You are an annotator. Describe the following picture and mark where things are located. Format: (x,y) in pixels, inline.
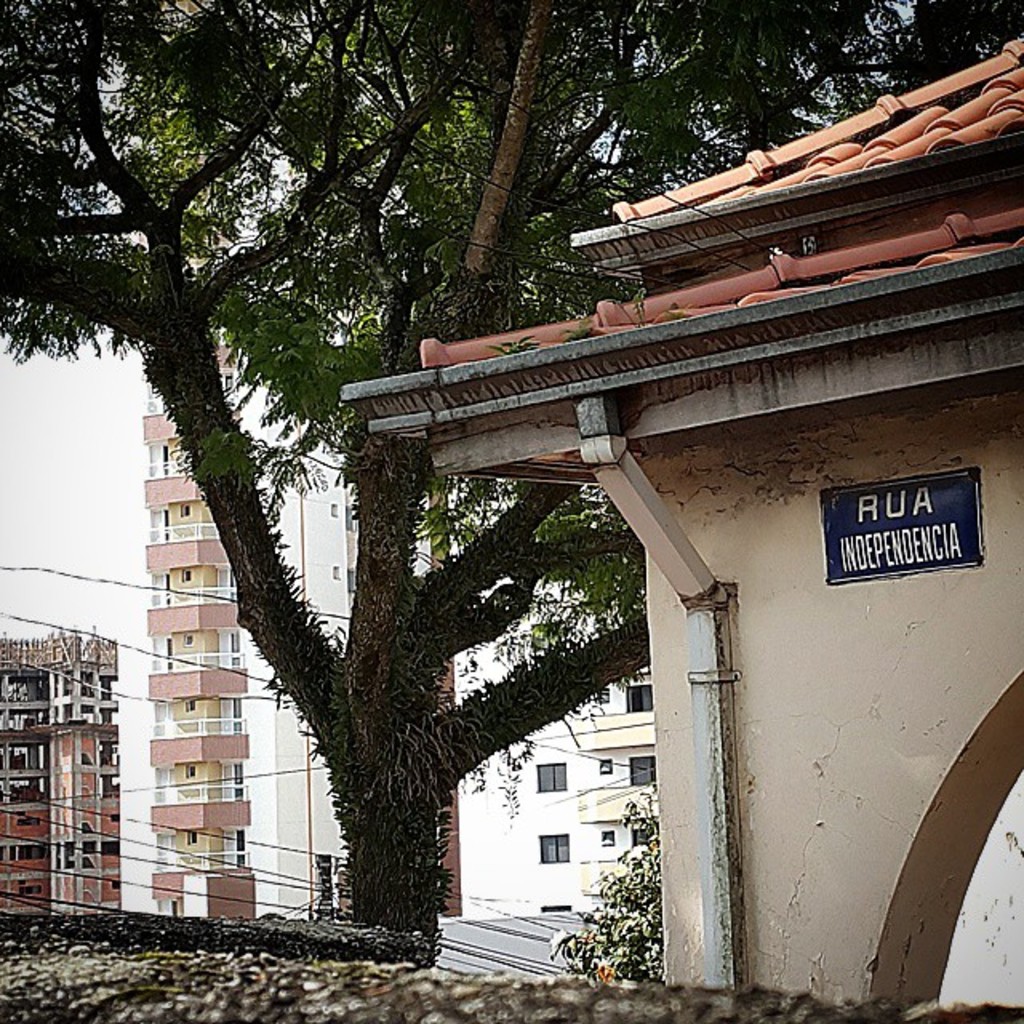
In this image I can see the house (688,593) and there is a board (935,500) to it. To the side there is a big tree (443,577) and some wires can be seen. In the background (178,563) I can see three buildings (51,660) and the white sky (78,513).
